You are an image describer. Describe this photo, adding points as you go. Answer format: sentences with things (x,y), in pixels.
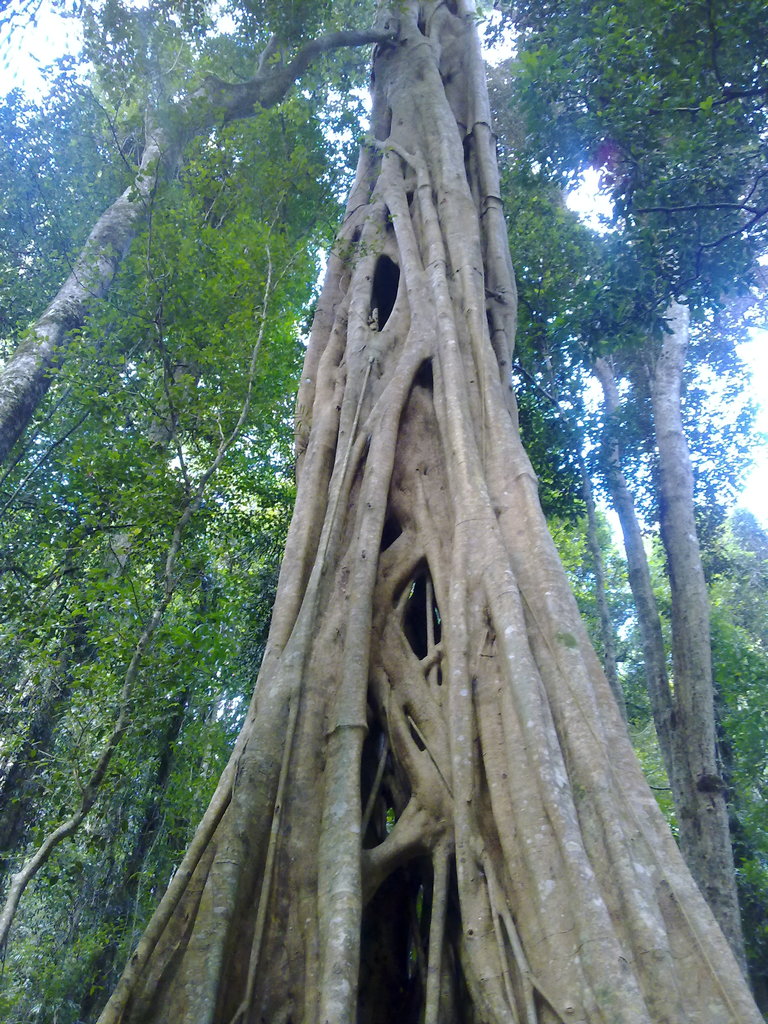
In this image we can see a tree trunk (303,555). In the background (174,383) there are trees (574,391). Also there is sky (762,427).
